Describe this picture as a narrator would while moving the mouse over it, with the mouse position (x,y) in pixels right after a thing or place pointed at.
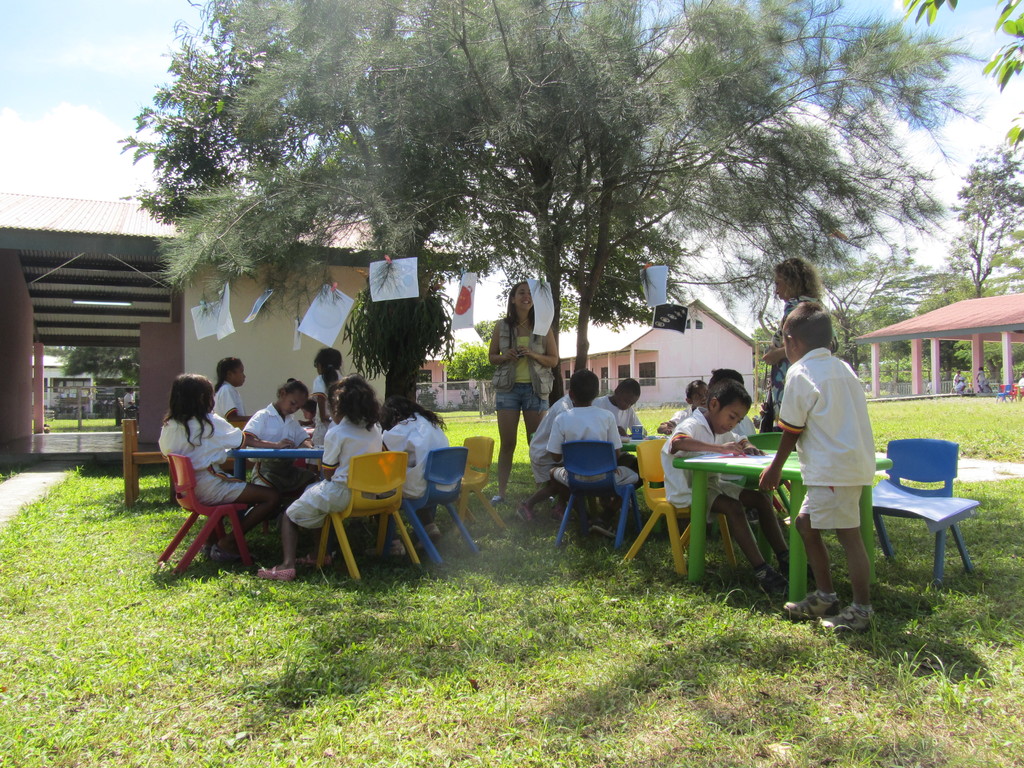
The image is taken in the garden (542,642). In the center of the image (516,304) there is a lady (515,374) standing before her there are many students (750,541) sitting on the chairs (763,449). There is a table (695,563). At the bottom (457,708) there is a grass (380,689). In the background (571,359) there are buildings (713,348), trees (952,289) and a sky (945,171).
